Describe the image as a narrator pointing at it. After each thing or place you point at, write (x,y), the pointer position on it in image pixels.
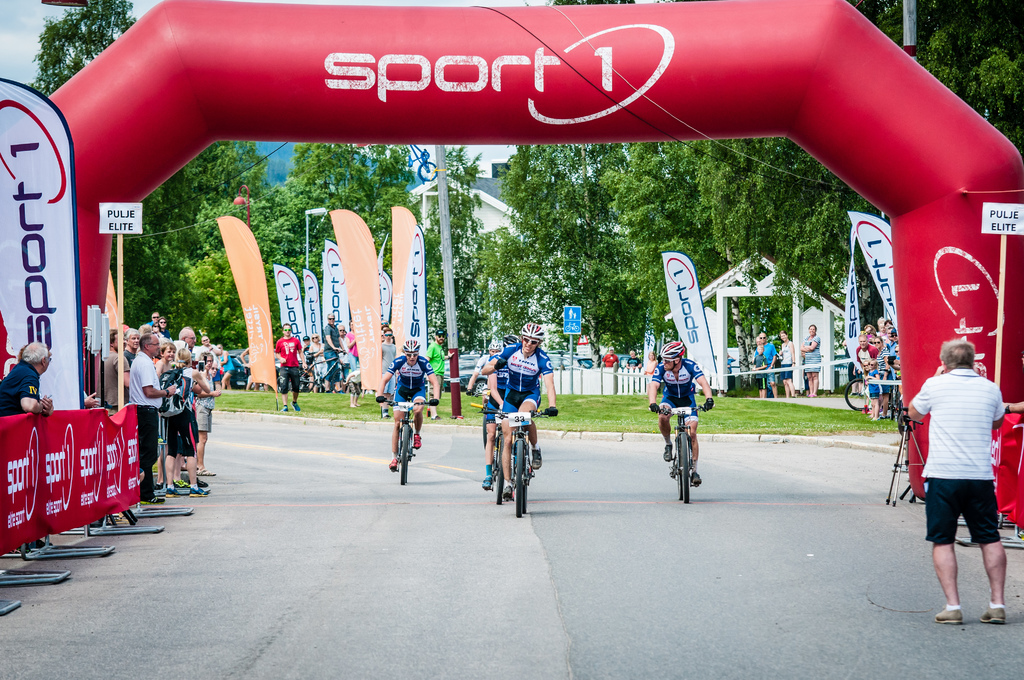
In this image I can see some people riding bicycles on the road (339,484) under the arch (99,92), also there are some boards (14,299), trees (481,236) and buildings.
